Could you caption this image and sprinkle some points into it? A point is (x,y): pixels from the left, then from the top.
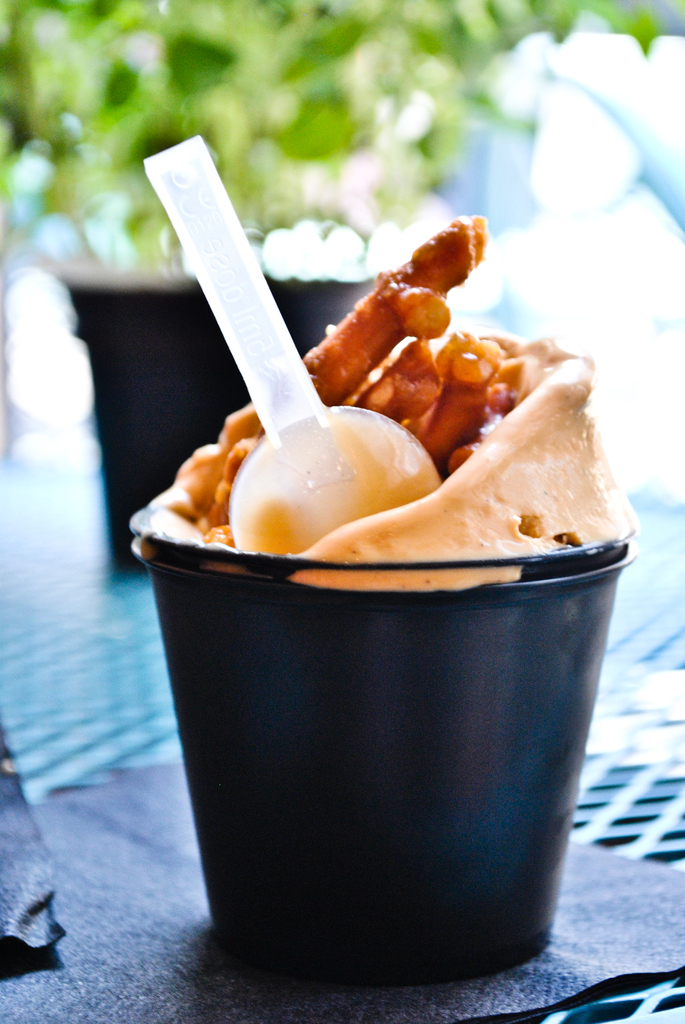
In this image there is a food item (351,579) in a cup (364,618) with a spoon (389,478), on the table (25,636), and there is blur background (84,325).
